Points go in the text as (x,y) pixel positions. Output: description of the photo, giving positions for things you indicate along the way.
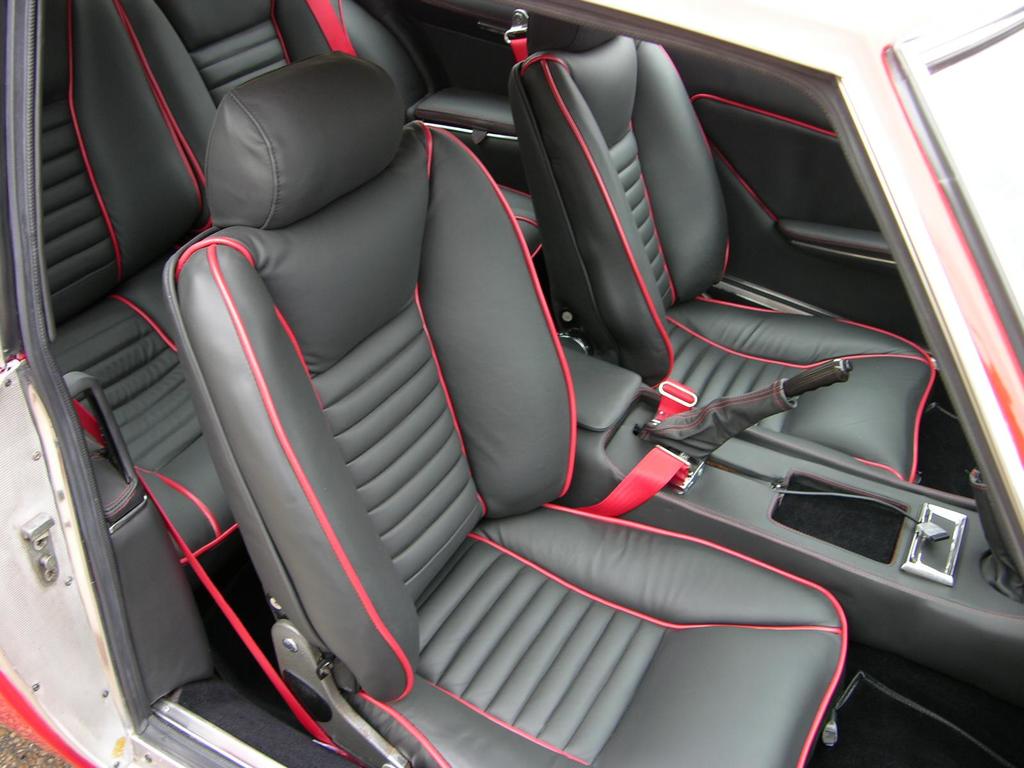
This is the inside view of a car (519,690), there are some black color seats (566,396) and there are some red color seat belts (637,476), there is a hand brake (783,397).
